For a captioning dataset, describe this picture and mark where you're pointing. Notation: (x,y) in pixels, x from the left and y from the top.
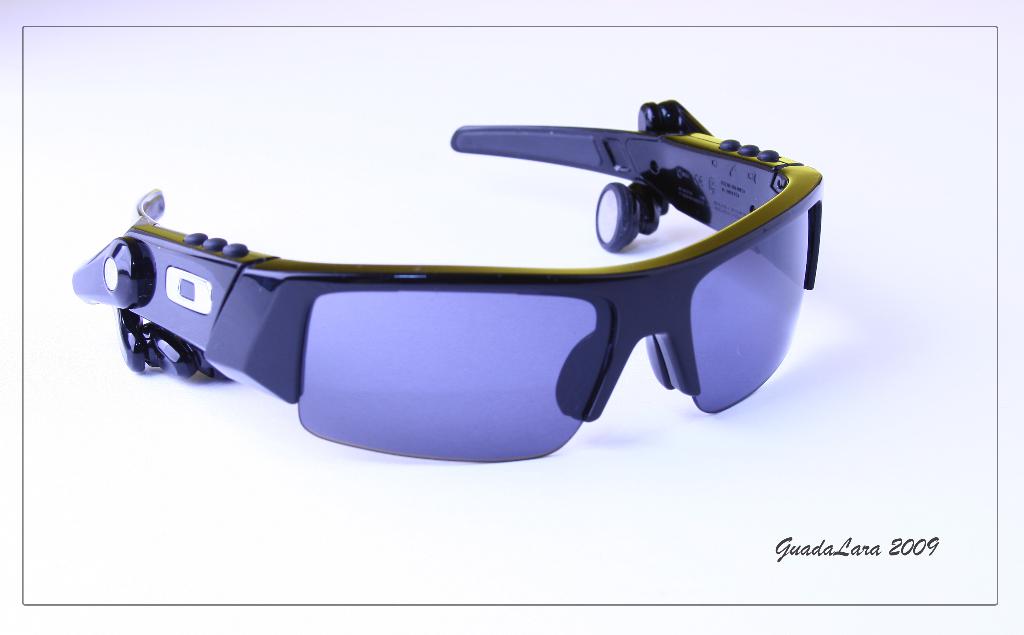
In this image there are goggles (384,301) on the floor (110,236).
